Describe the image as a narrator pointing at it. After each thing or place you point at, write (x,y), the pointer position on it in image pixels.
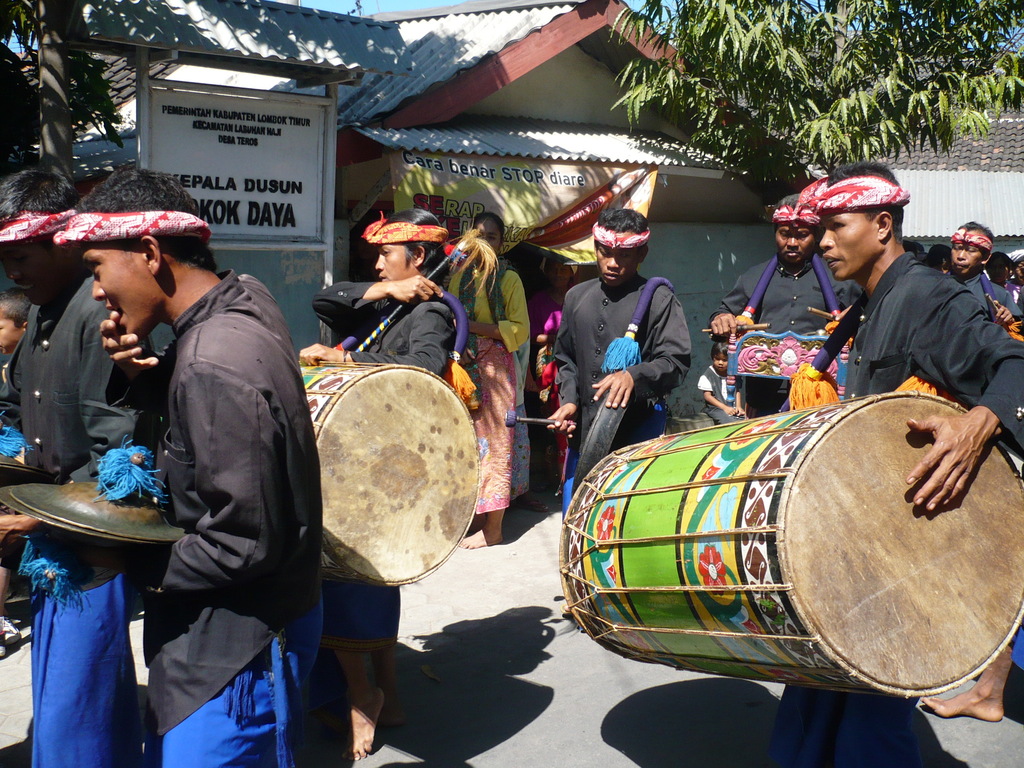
In this picture we can see a group of people (846,281) walking on the road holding some musical instruments (357,500), the man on the right side of the picture (807,418) is holding a drum (862,418), the man (215,467) on the left most of the picture (202,502) is holding a cymbal (153,524), in the background (474,118) we can see a house (427,104) and one tree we can also see one banner (572,170).
